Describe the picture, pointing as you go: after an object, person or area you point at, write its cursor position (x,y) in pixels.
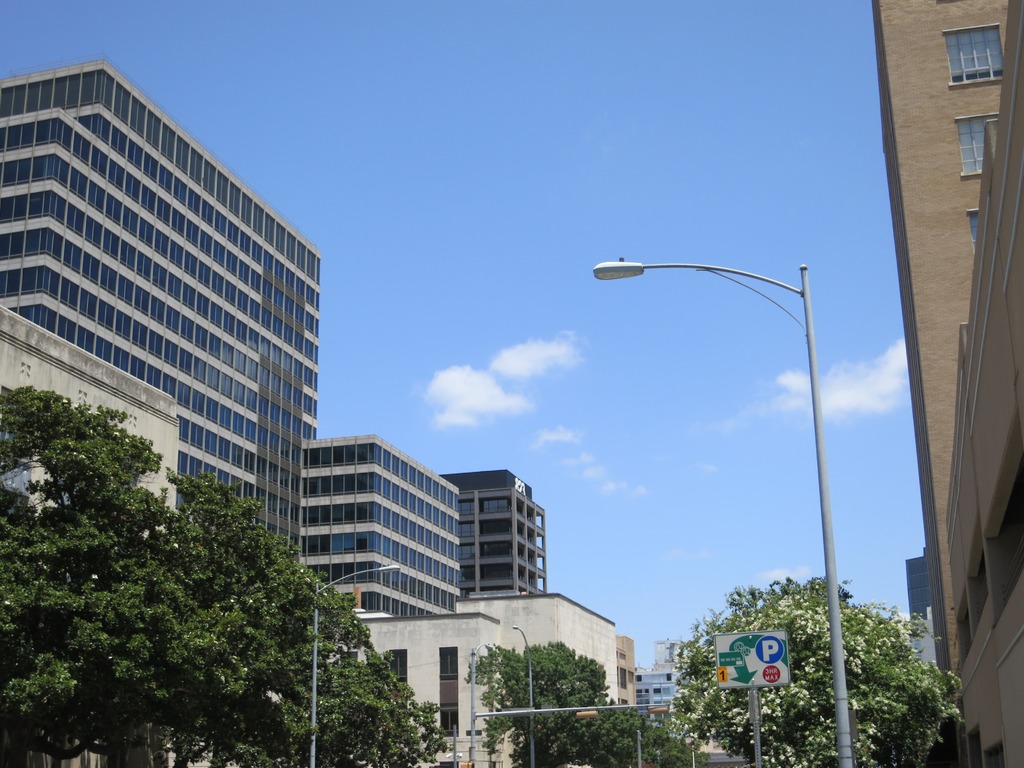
At the bottom of the image (69,667) there are some poles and trees (307,580) and sign boards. Behind them there are some buildings (980,636). At the top of the image (374,241) there are some clouds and sky (368,115).
